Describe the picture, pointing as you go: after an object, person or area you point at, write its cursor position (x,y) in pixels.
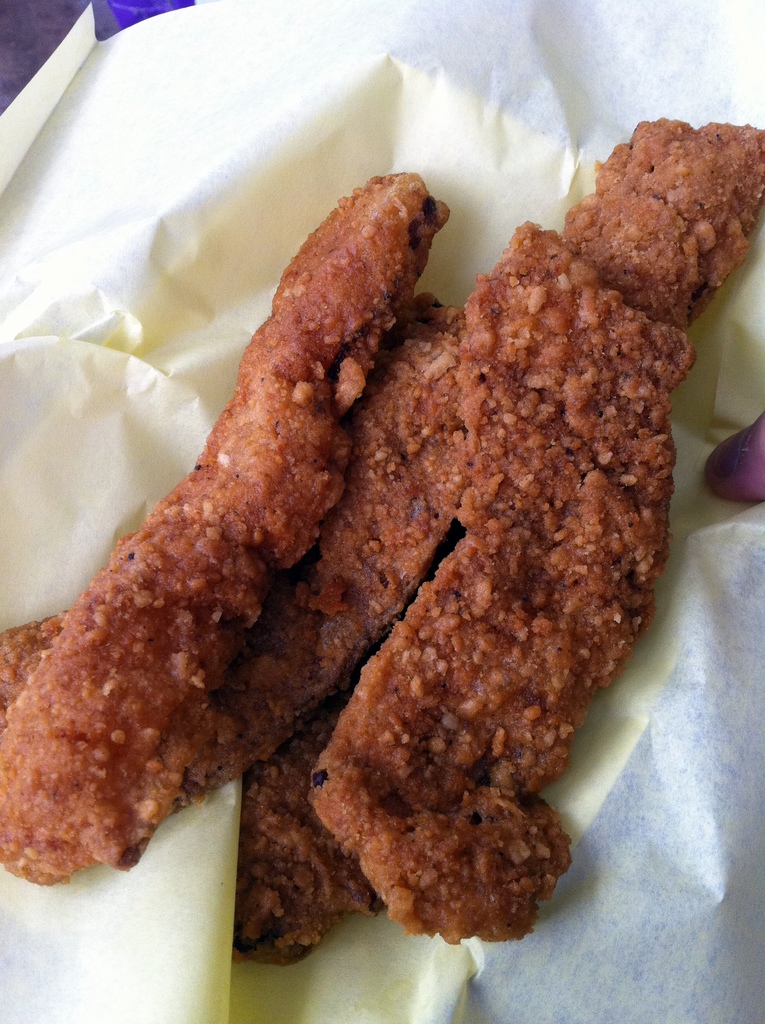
In the center of the image (437,588) we can see a food item (283,583) is present on the paper (722,295). On the right side of the image (761,479) we can see a person finger (733,480).
